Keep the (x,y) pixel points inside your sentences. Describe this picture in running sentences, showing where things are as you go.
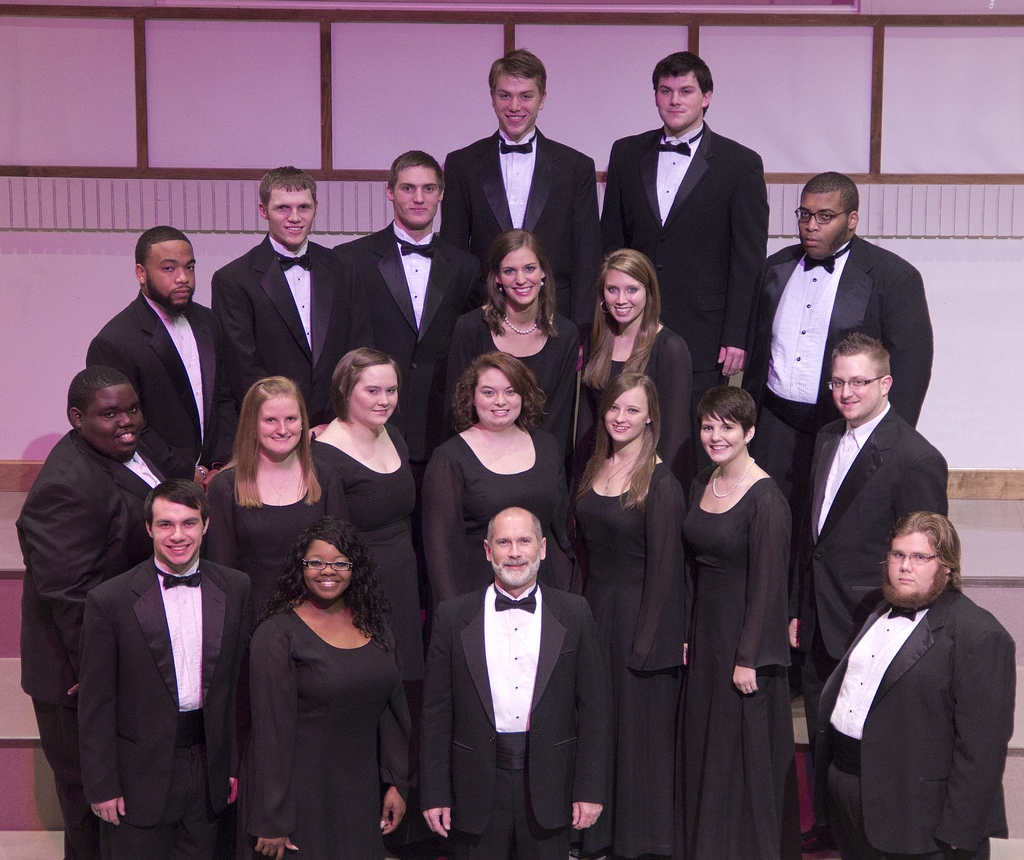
In this image there are group of people (683,291) in black and white color costumes (540,371) are standing and smiling, and in the background (659,7) there is a wall (659,7).
